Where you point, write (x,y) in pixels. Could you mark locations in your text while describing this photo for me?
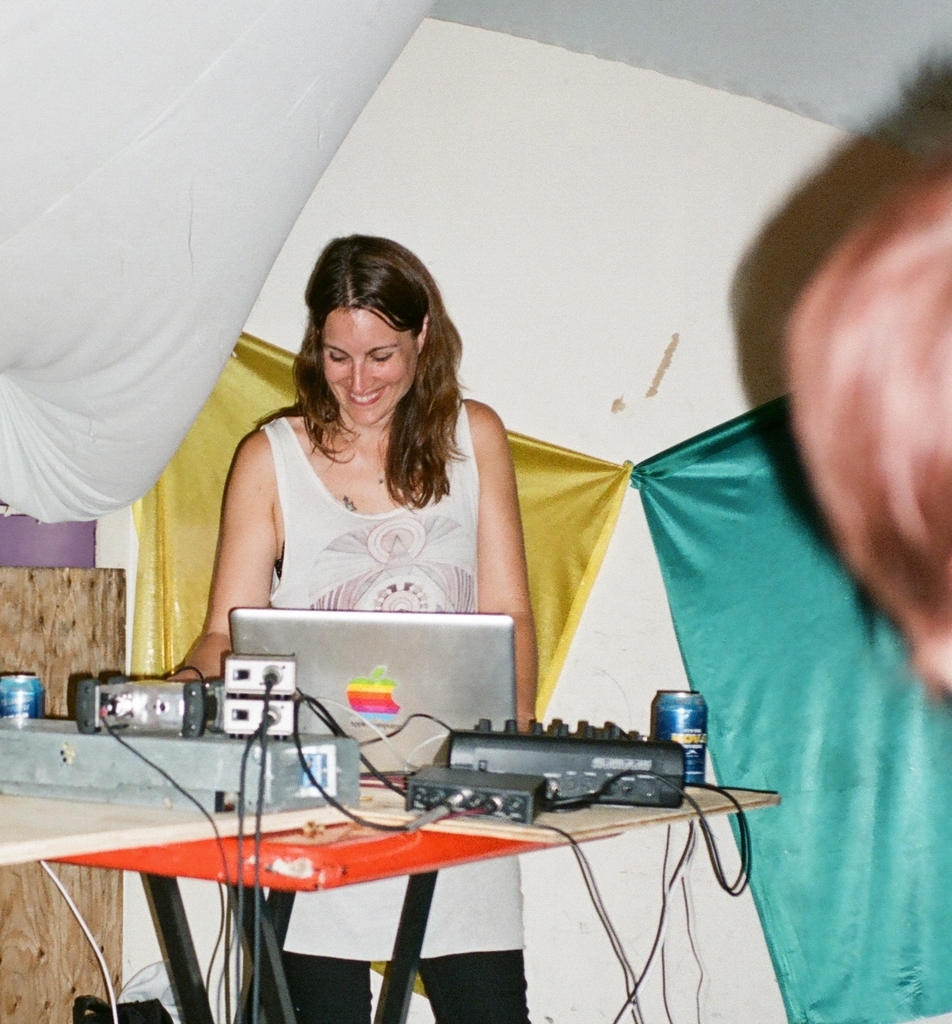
In the picture we can see a woman (407,467) wearing white dress (445,596) is standing near the table (424,913) where the laptop (389,730) and few more things (610,787) are placed on it. In the background (186,506), we can see the yellow and green color cloth (708,585) and here we can see a wooden object (84,599) and white color cloth (194,190) on the left side of the image (169,227). On the right side of the image (907,473) we can see a person's hair (853,535).
